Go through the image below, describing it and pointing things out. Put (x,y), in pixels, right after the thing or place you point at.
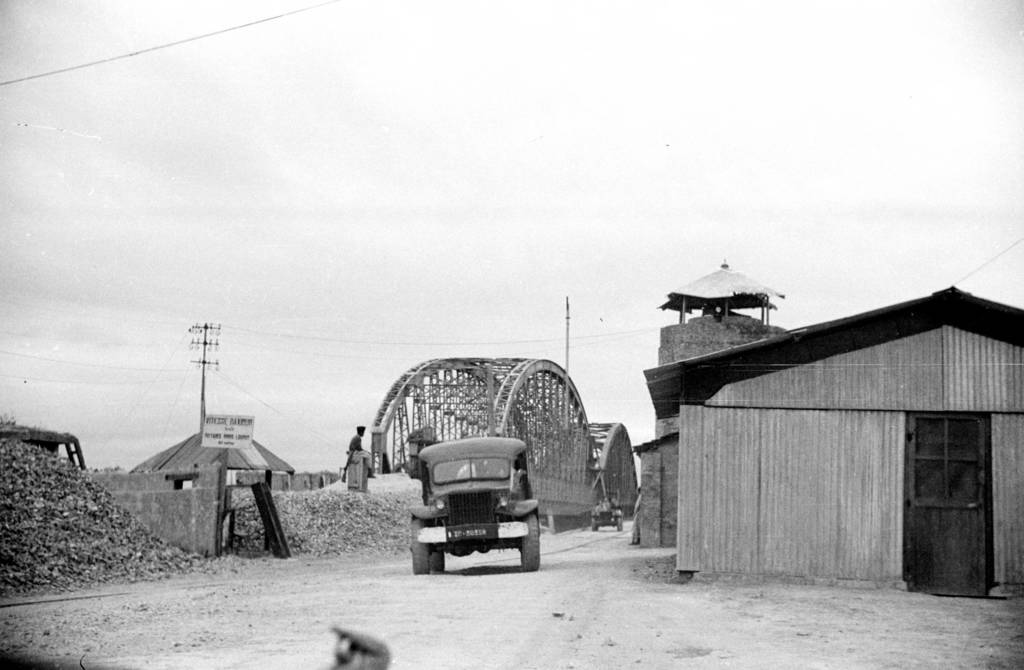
In this image we can see there is a vehicle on the road (628,525) and on the right side (684,506) there is a house (1017,331) and a boy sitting on the left side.
